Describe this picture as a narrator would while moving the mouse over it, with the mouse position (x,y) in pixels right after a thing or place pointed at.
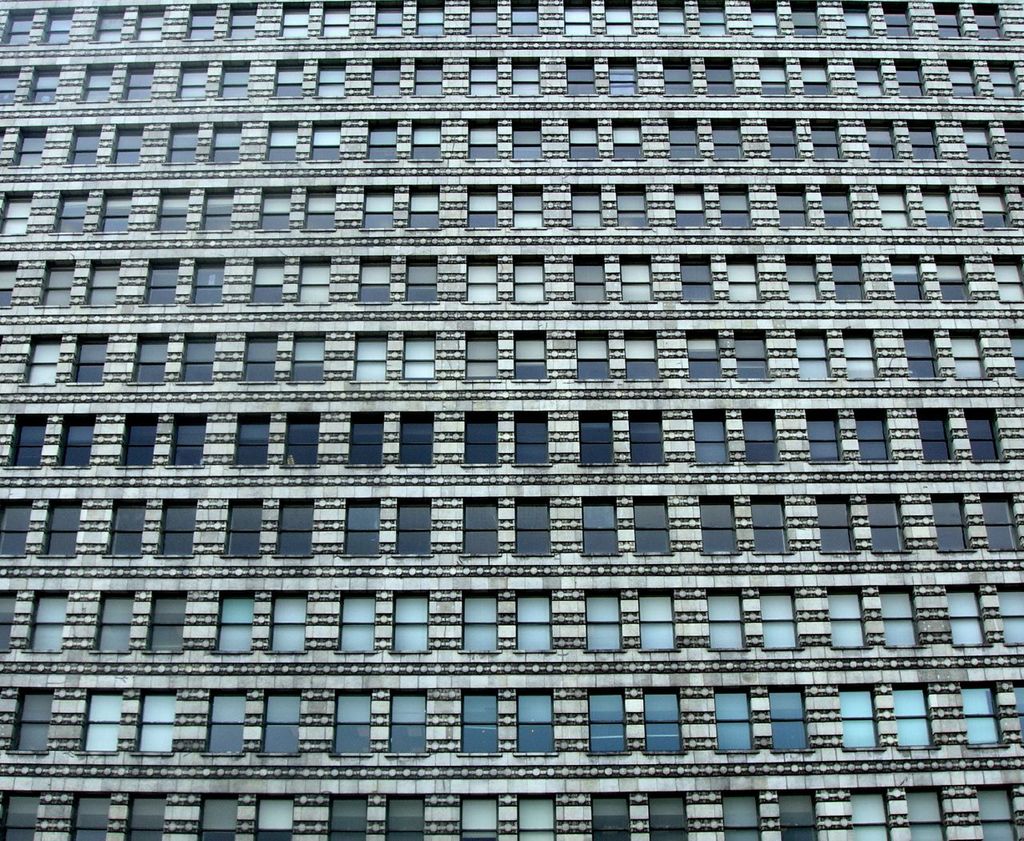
In this image I can see something which looks like a building (487,419). I can also see this building (184,485) has windows (3,605).
